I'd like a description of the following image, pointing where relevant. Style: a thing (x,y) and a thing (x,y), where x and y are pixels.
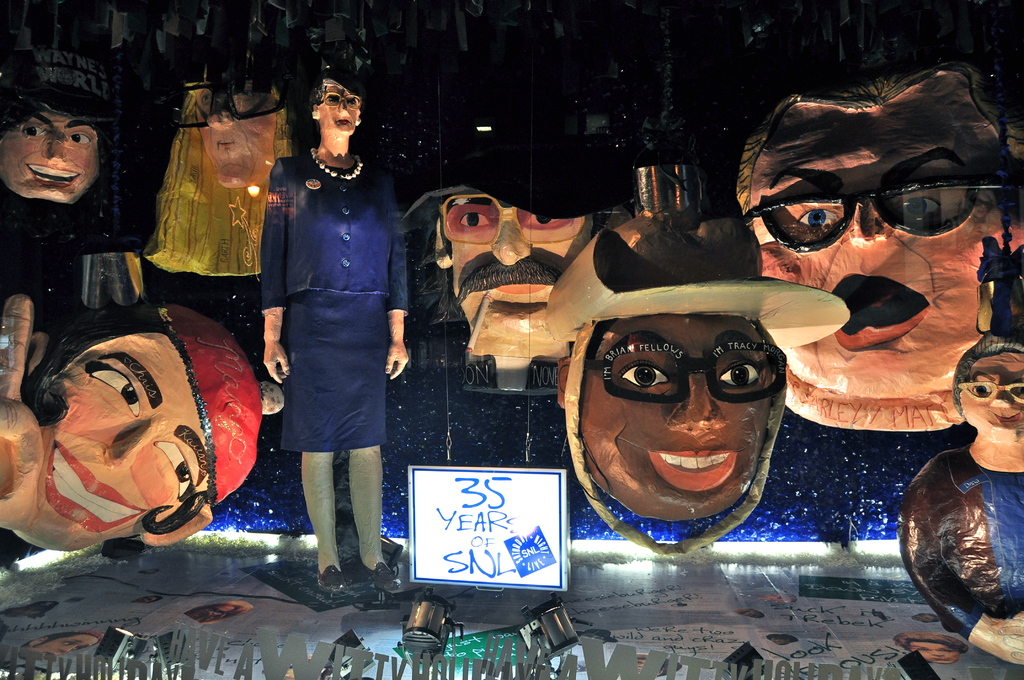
In this image I can see depiction of faces (237,166) and a sculpture (287,168) in the centre (362,373). I can also see a white color board (559,497), few lights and I can see something is written on the board (414,545) and on the bottom side of the image (614,634).
